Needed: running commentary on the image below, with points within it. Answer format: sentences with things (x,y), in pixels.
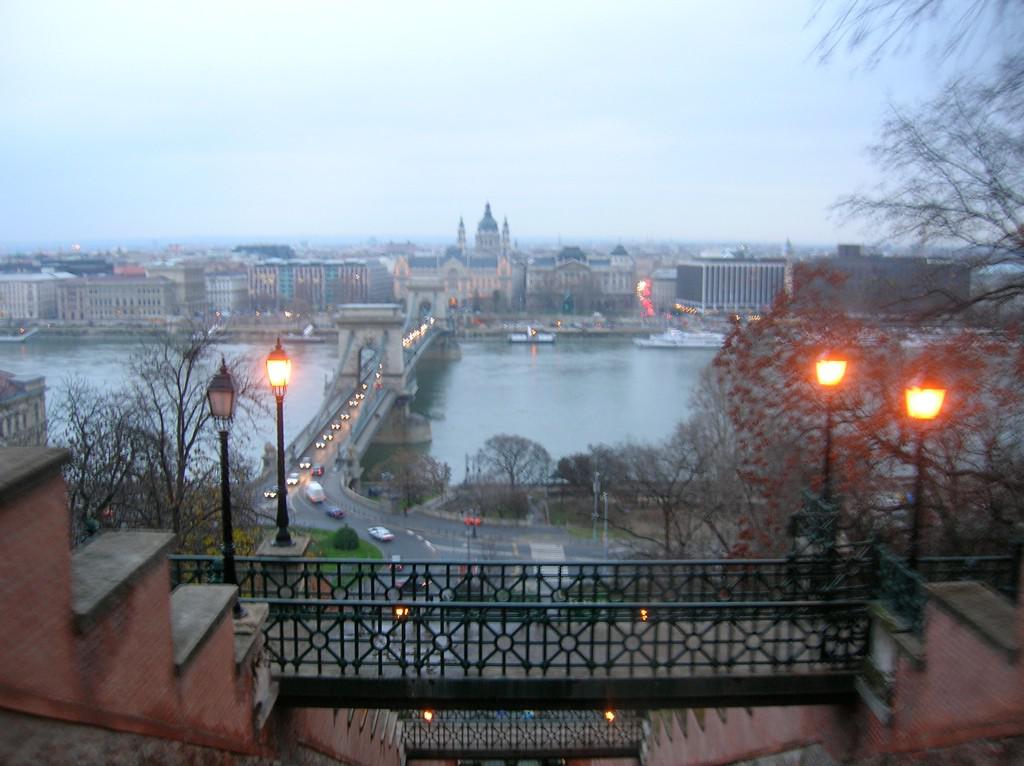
In this image, we can see buildings (315,253), trees (793,397), lights (216,397), a bridge (367,369), arches (390,322), some vehicles (315,490) on the road (502,547) and there are railings (464,609), stairs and we can see poles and there is water (537,401). At the top (453,117), there is sky (428,150).
